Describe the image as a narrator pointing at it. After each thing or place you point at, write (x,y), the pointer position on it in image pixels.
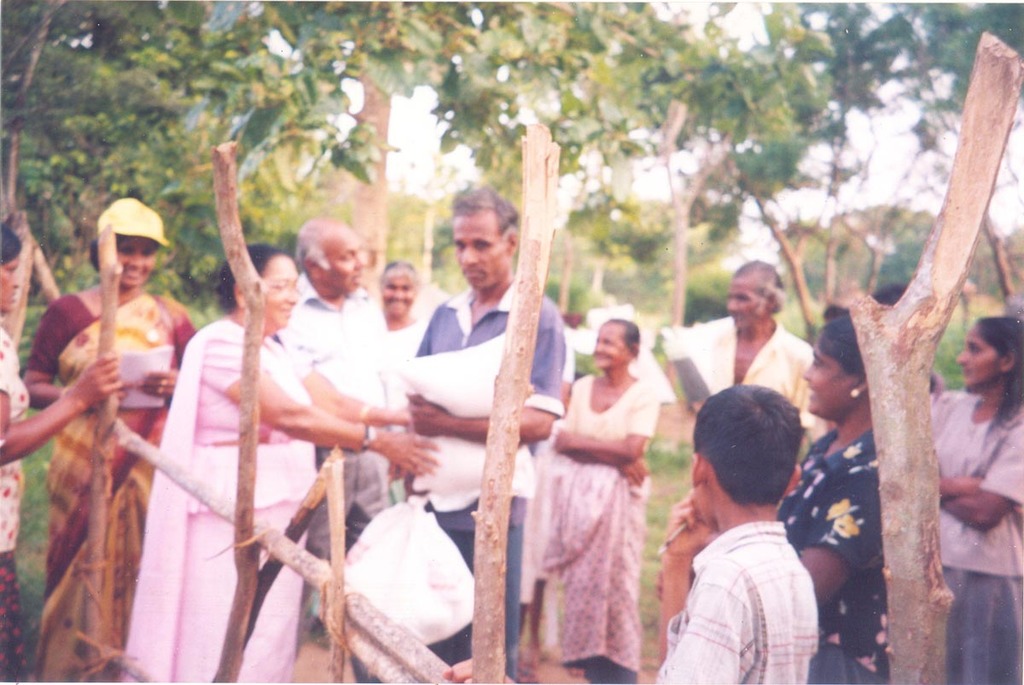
In the middle (486,306) a man (549,382) is standing, he wore a t-shirt (563,346) beside him, there is a woman (276,471) is also standing. She wore a pink color dress (273,457), few other people (738,438) are also standing at here, in the long back side there are trees (95,212).
